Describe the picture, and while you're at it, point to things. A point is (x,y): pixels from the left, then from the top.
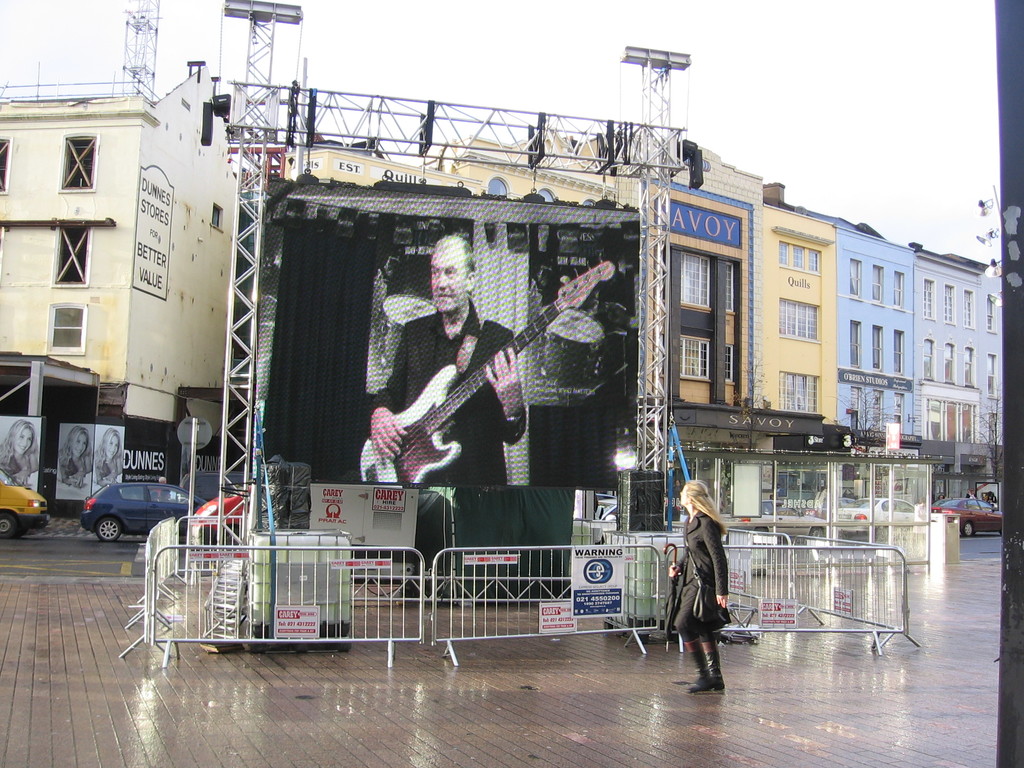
In this picture we can see a woman (720,555), she wore a bag (707,589) and she is walking, beside to her we can see few metal rods (635,543), speaker (656,495) and a projector screen (410,389), in the background (938,456) we can see few vehicles (13,506), hoardings (121,459) and buildings (733,273).
